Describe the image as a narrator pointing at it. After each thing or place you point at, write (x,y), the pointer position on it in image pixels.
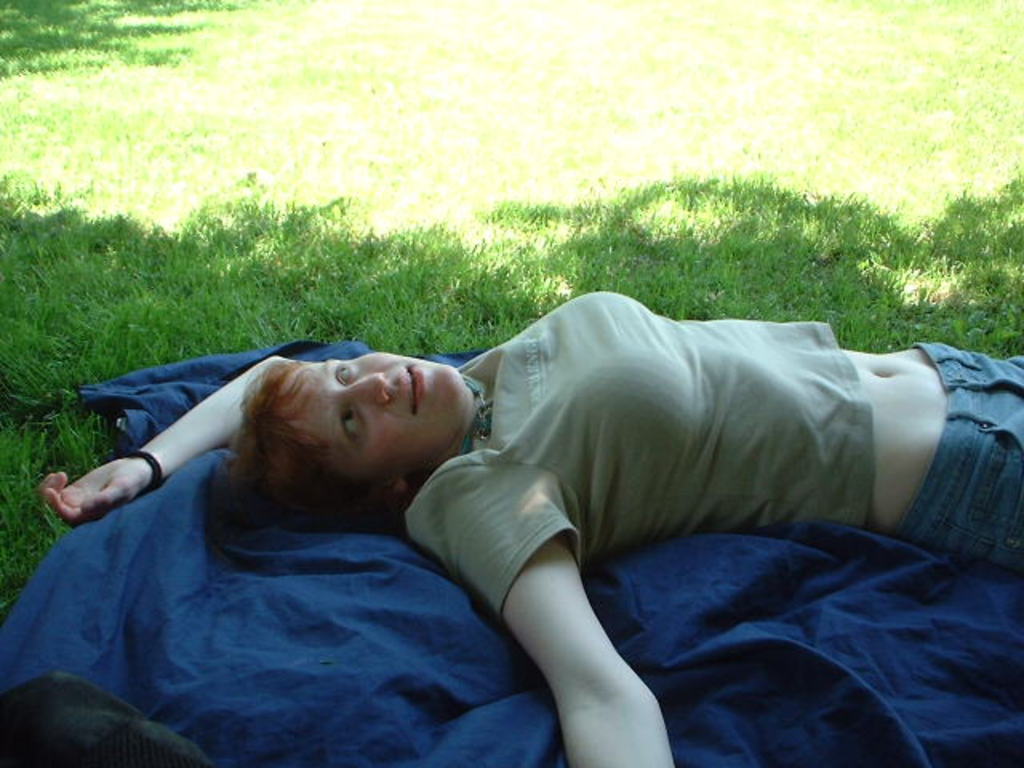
In this image I can see a woman (643,498) is lying on a blue colored cloth (700,578). Here I can see the grass (577,172). The woman (545,456) is wearing a T-shirt (583,470).
